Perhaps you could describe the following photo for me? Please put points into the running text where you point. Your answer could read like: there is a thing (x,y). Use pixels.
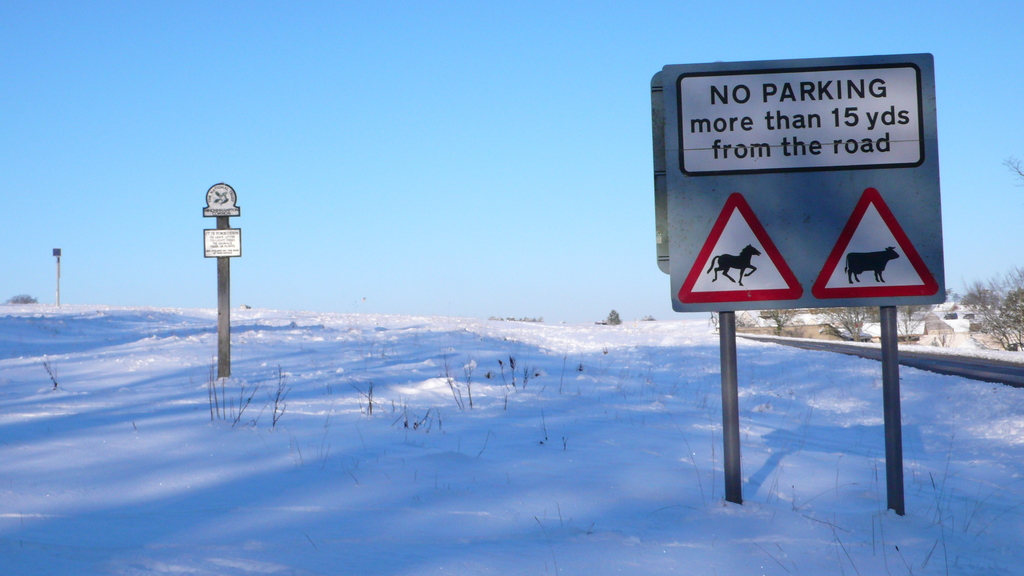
Here in this picture we can see sign boards (214,242) present on poles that are present on the ground (310,458), which is fully covered with snow (425,396) and we can also see plants (784,323) present in the far and we can see the sky (950,284) is clear.
